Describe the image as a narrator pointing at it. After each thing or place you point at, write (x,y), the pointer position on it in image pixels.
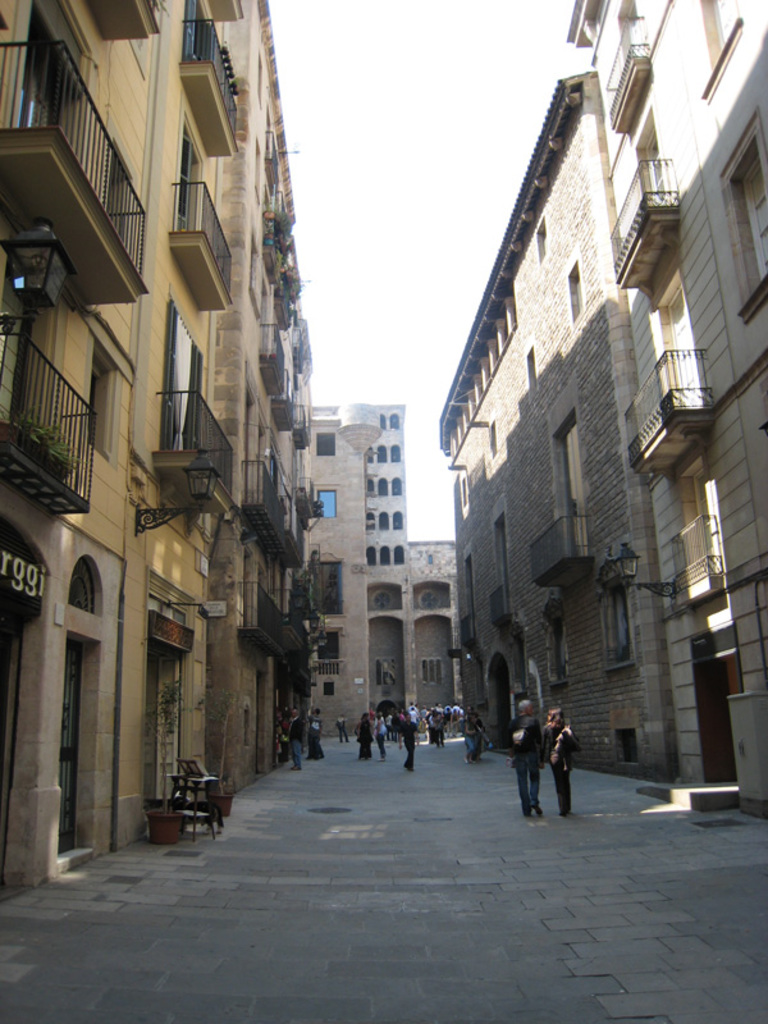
In this image there are so many people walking on the road (579,893) which in the middle of buildings (649,434).
